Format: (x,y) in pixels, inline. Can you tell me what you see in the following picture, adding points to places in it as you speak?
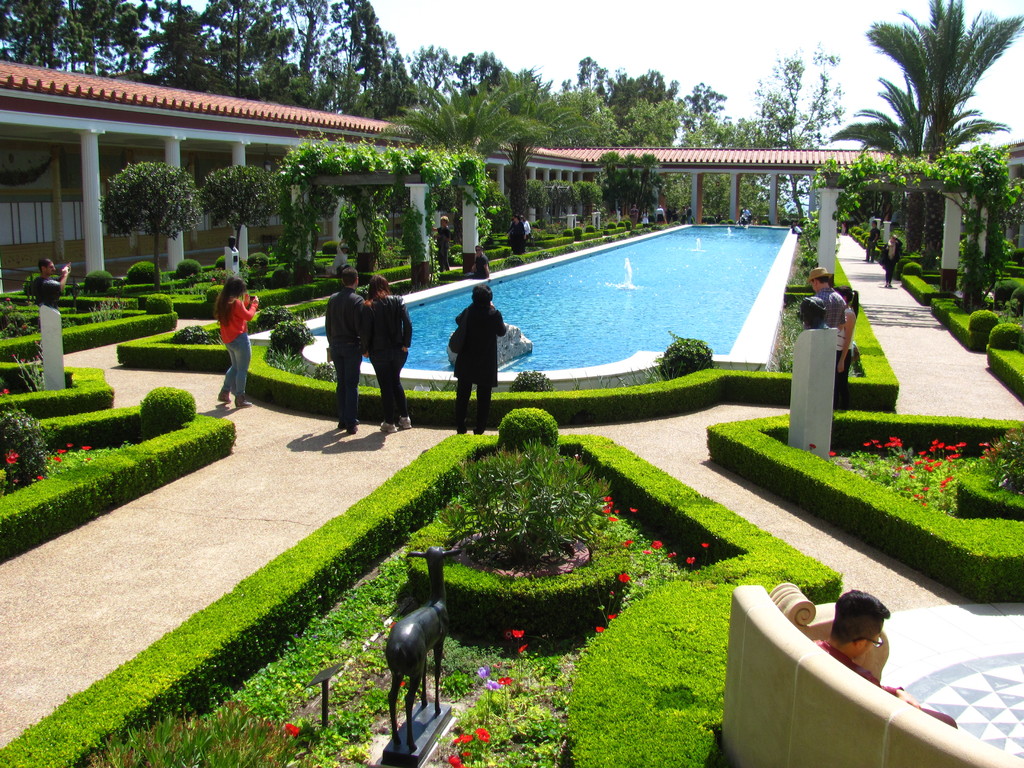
In this picture there are group of people (379,334) standing. In the bottom right (765,672) there is a person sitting on the bench (741,649). At the back (530,240) there are trees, plants (452,692), flowers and there is a building (56,75). At the top (527,55) there is sky (622,28). In the middle (568,317) there is water (557,273).
